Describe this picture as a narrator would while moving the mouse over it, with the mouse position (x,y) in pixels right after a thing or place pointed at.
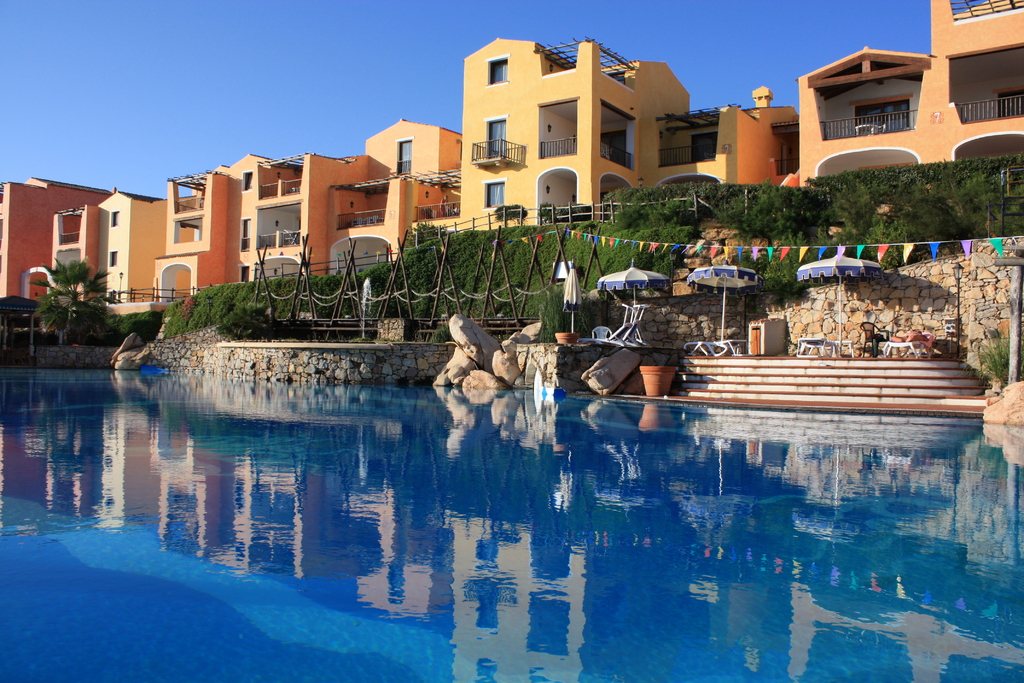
In this picture we can see, it looks like a swimming pool (315,464). Behind the swimming pool (229,433) there are rocks (857,291), poles (840,309), chairs (878,345), tables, umbrella shaped items (708,276) and some decorative items (909,245). Behind the poles (306,285) there is a tree (89,309), grass (416,288), buildings (4,204) and the sky (276,97).
